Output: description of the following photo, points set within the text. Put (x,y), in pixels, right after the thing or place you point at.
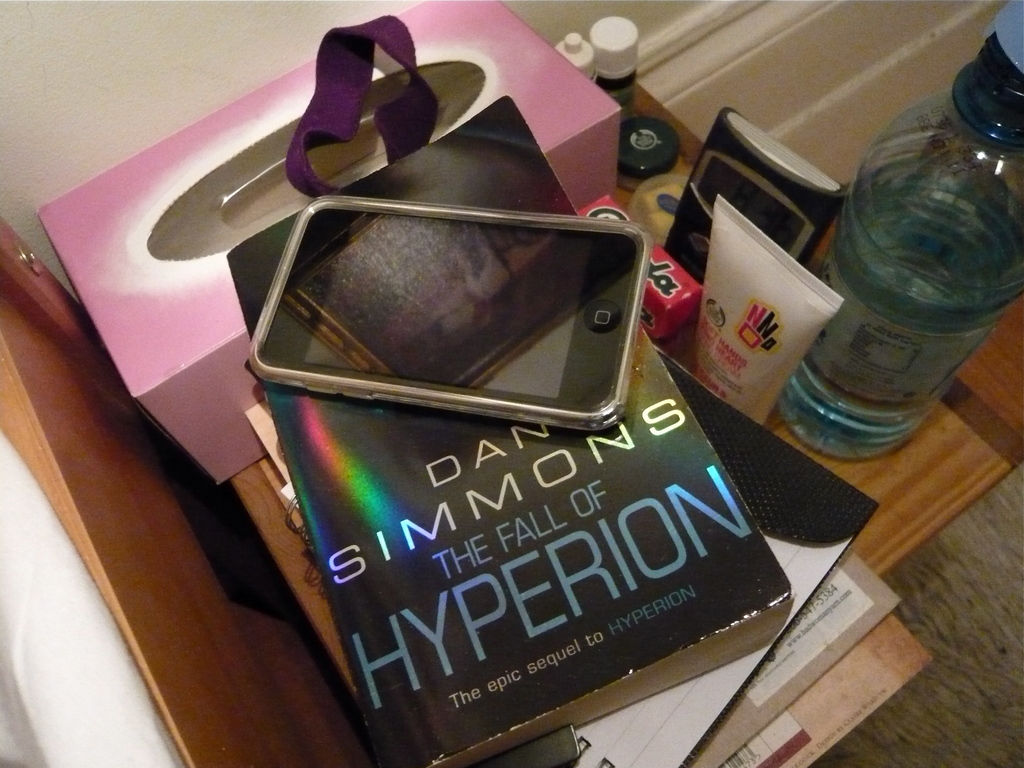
In this picture we can see a table (916,511). On the table (920,535) there are books (640,597), mobile (468,244), bottle (960,204), and a box (235,312). And this is the wall (106,92).
